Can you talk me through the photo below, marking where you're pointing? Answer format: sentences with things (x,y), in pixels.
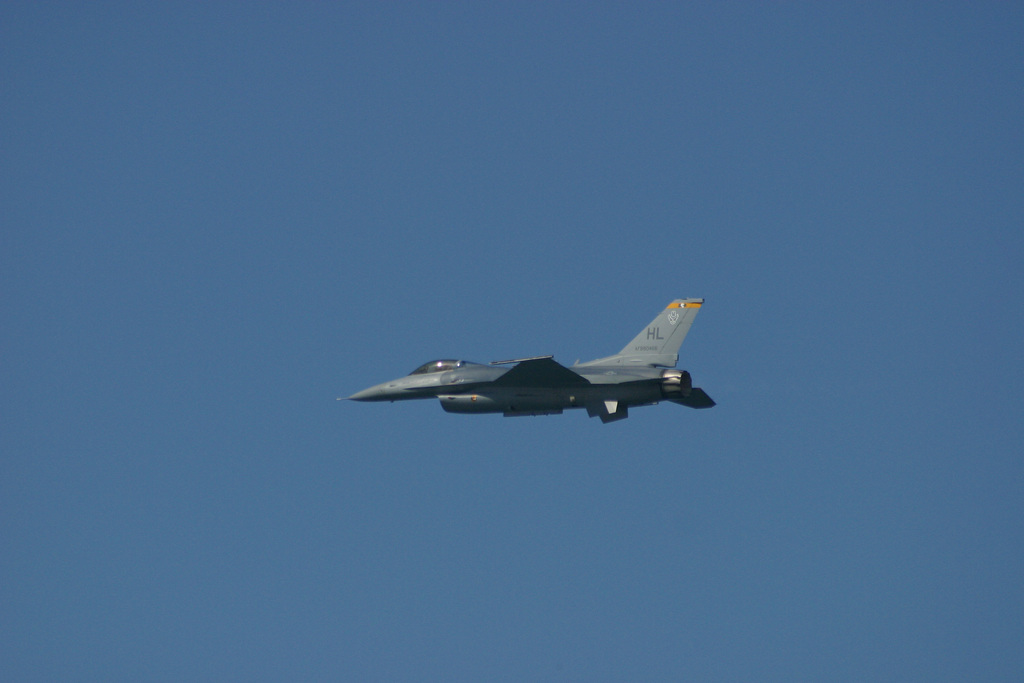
In this picture we can see an airplane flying in the sky (299,331).
